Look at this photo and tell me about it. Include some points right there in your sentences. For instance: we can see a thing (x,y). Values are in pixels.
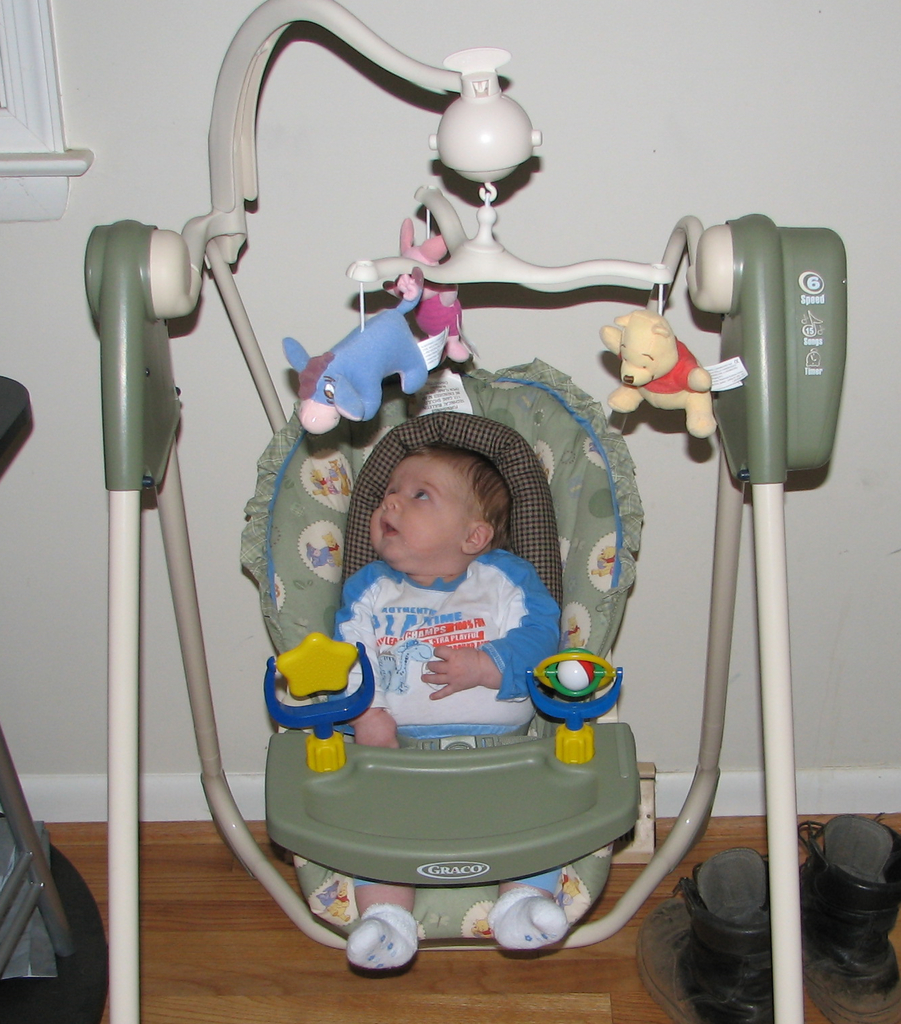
This picture seems to be clicked inside the room (578,862). In the center (470,591) we can see a baby (452,599) wearing white color t-shirt (405,612) and sitting in an object (544,534) which seems to be an electric swing (790,329) and we can see the soft toys (436,318) hanging on the swing (337,784) and we can see the shoes (845,904) and some other objects (38,889) are placed on the floor (282,861). In the background (124,112) we can see the wall (92,83).
